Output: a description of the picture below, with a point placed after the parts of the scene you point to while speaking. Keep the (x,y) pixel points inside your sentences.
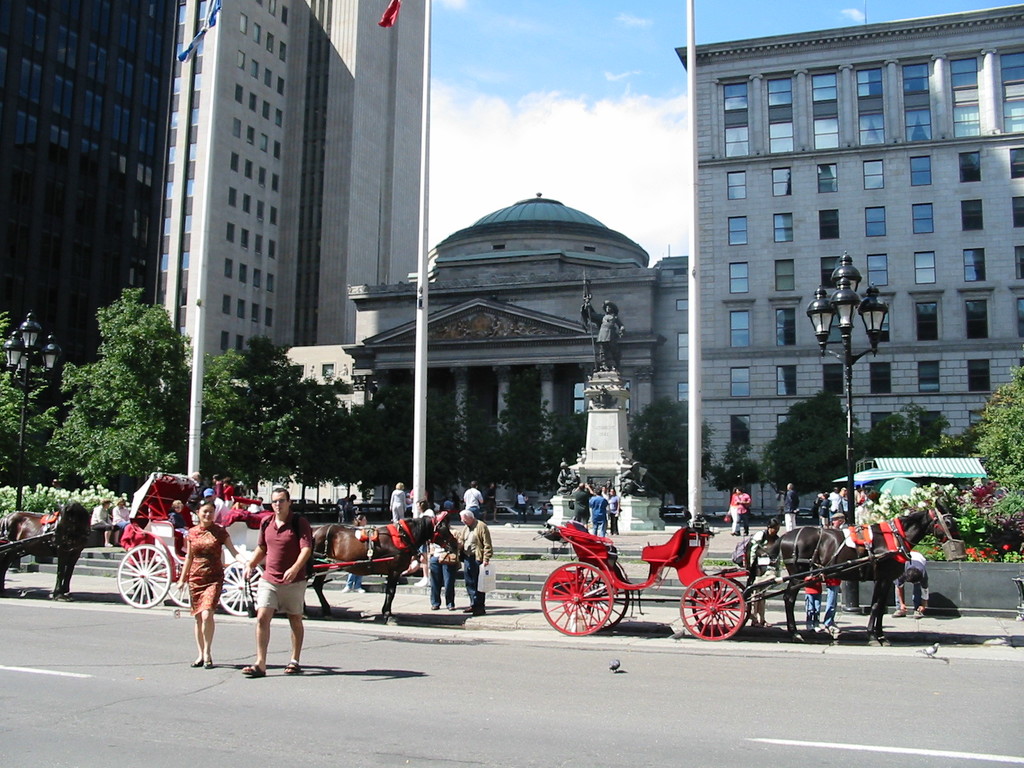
This image is taken outdoors. At the top of the image (546,152) there is the sky (566,178) with clouds (660,178). In the middle of the image (438,264) there are a few buildings (524,264) with walls (763,225), windows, doors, pillars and roofs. There are a few poles (215,36) with flags (207,23). There are many trees (107,366) and plants (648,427) with green leaves (953,447), stems (865,440) and branches (188,425). There is a statue (609,360) of a man (609,361) on the cornerstone (595,476). There are a few sculptures (637,468). A few people (290,526) are standing on the floor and a few (279,534) are walking. There is a shed (886,474). There are two poles (47,358) with street lights (47,358). At the bottom of the image (184,664) there is a road (225,641). In the middle of the image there are a few carts (163,520) with horses (70,508).
